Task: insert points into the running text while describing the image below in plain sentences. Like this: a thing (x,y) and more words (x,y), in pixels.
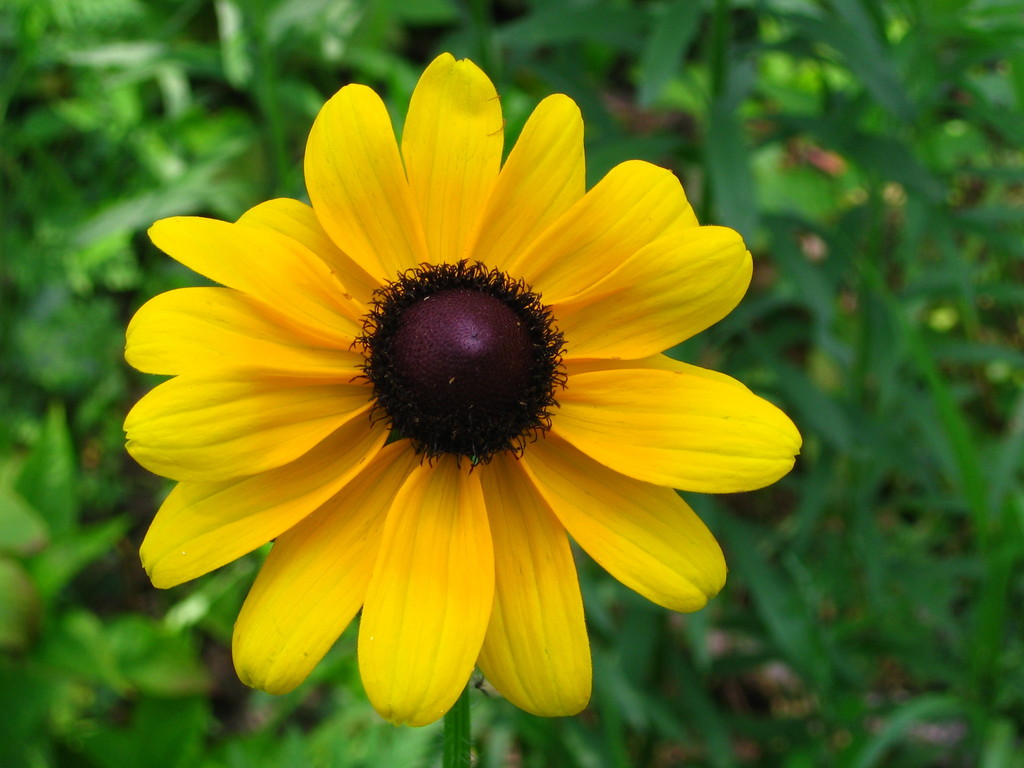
In this picture we can see a flower (688,510) and in the background (792,202) we can see leaves (778,208).
